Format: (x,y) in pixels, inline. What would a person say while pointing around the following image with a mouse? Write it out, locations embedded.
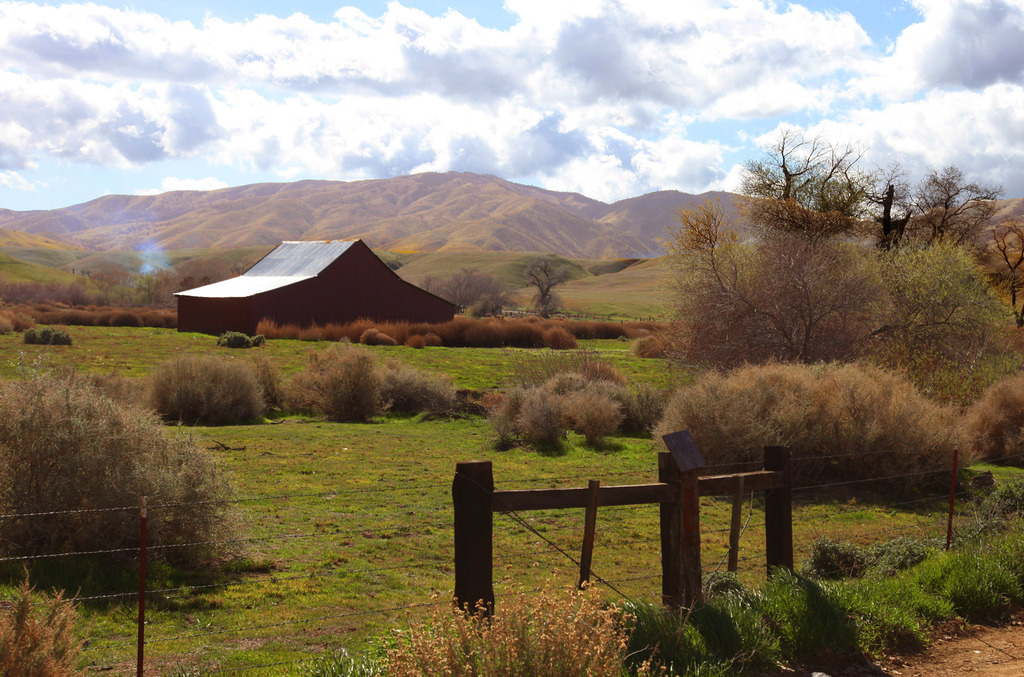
In this image we can see a house (420,316), a group of plants (747,406), grass (452,450), the wooden poles (468,464), a fence (472,568) and some trees (992,329). On the backside (650,240) we can see the mountains (659,252) and the sky (620,179) which looks cloudy.
